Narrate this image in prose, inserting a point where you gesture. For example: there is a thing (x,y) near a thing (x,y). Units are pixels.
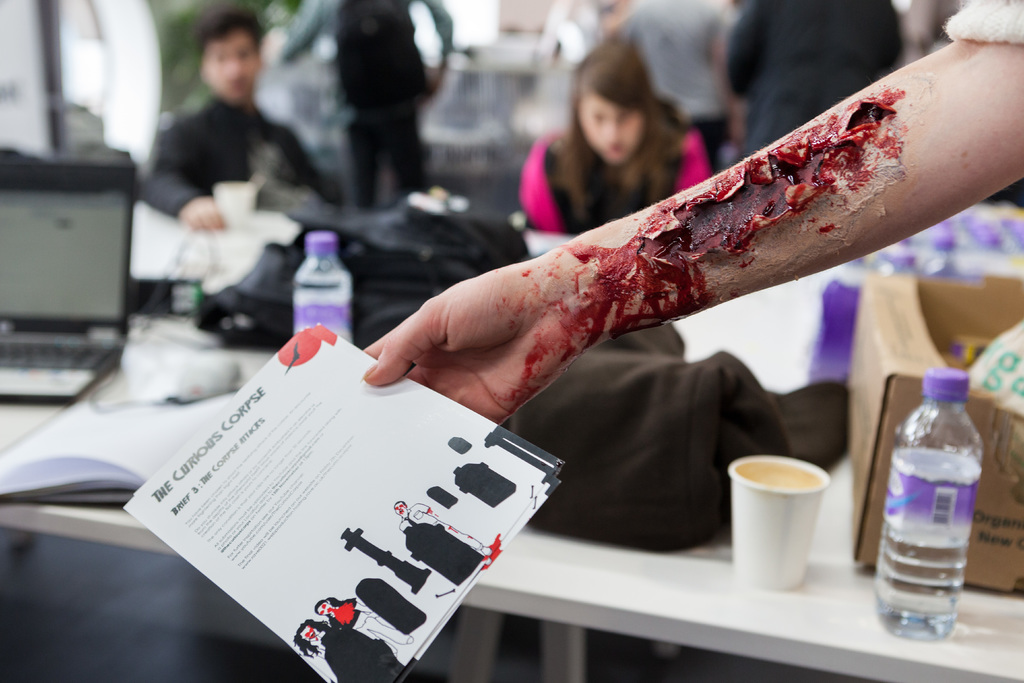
In this image I can see a hand (373,376) of a person (470,386) and its holding a paper (401,399). On this table (709,585) I can see few bottles (936,530) and a cup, I can also see a laptop (44,246) and few more people (176,130).
